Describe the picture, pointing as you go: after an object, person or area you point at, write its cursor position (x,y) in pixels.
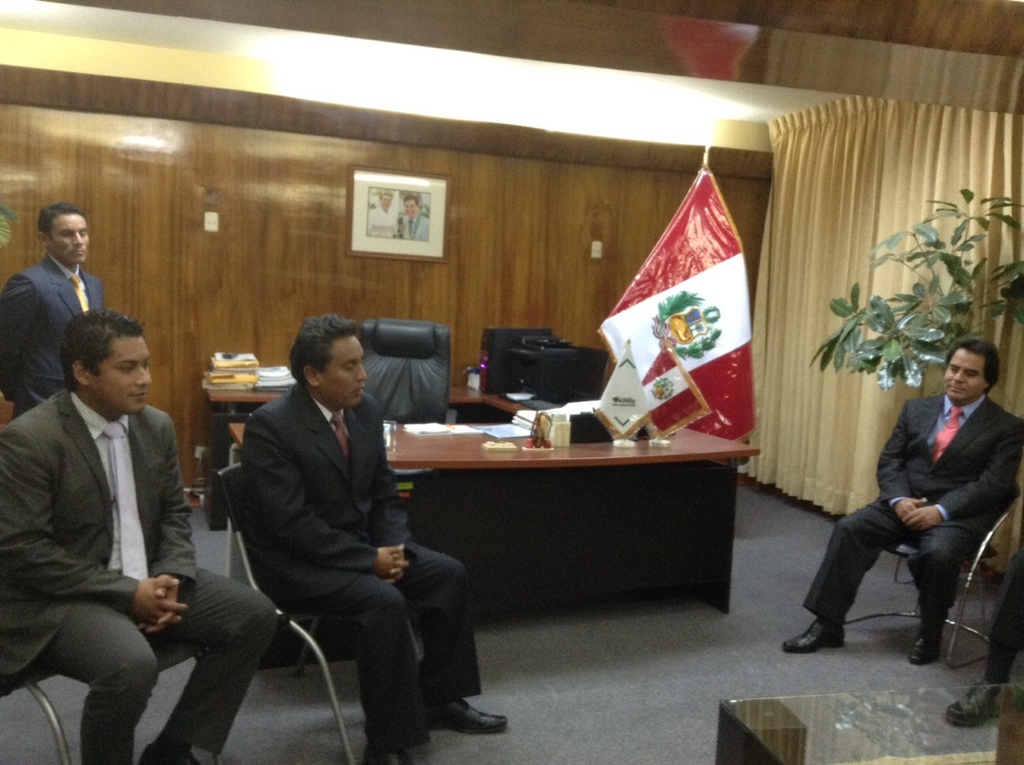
This is the picture of a room (748,433) where there are four people (91,322) wearing suits (455,566) and three (418,578) among them are sitting on the chairs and one (67,209) is standing and then there is a chair (378,364) and a desk (475,425) and on the desk (563,447) we have a screen (498,382) and some things (476,431) and a plant (902,257) in the room (802,301).
